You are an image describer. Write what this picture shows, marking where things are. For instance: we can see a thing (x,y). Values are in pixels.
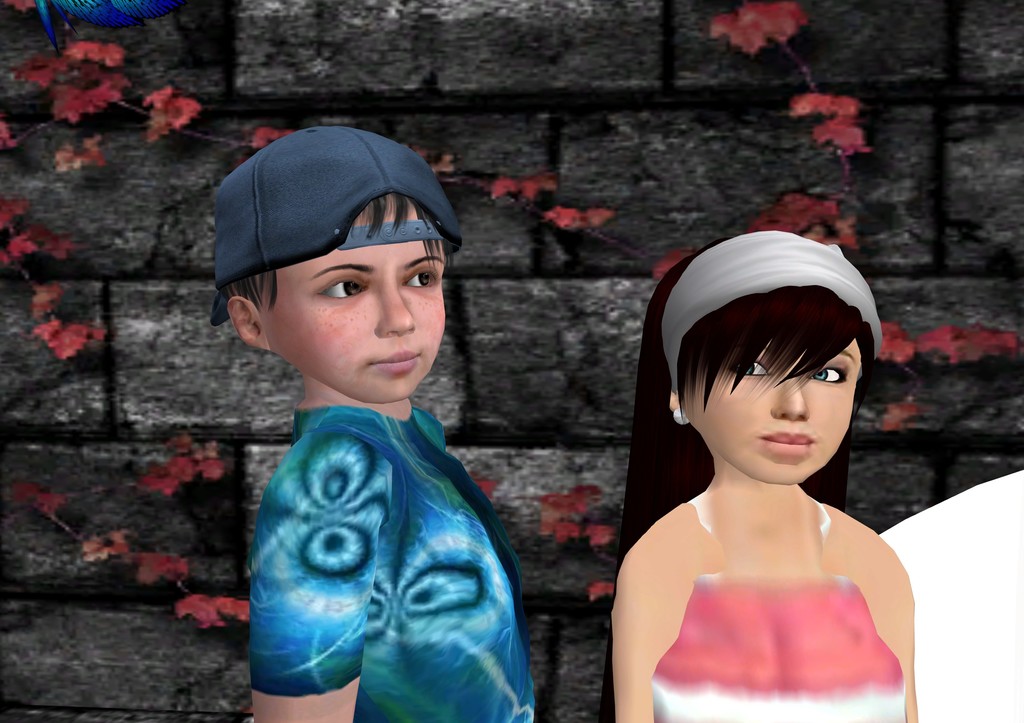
This is the animation picture. In this image we can see a boy (438,278), girl (722,546), wall (519,228) and creepers (169,123) on the wall (150,237).
